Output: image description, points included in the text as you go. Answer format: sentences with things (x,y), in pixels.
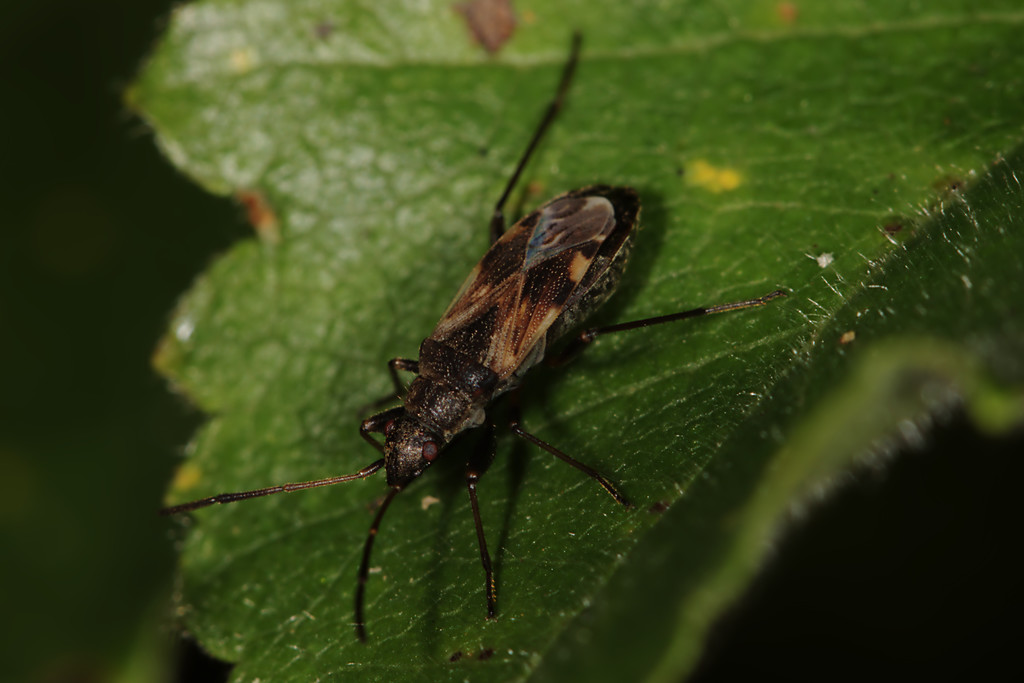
In this image there is an insect (531,289) on the green leaf (781,198).
